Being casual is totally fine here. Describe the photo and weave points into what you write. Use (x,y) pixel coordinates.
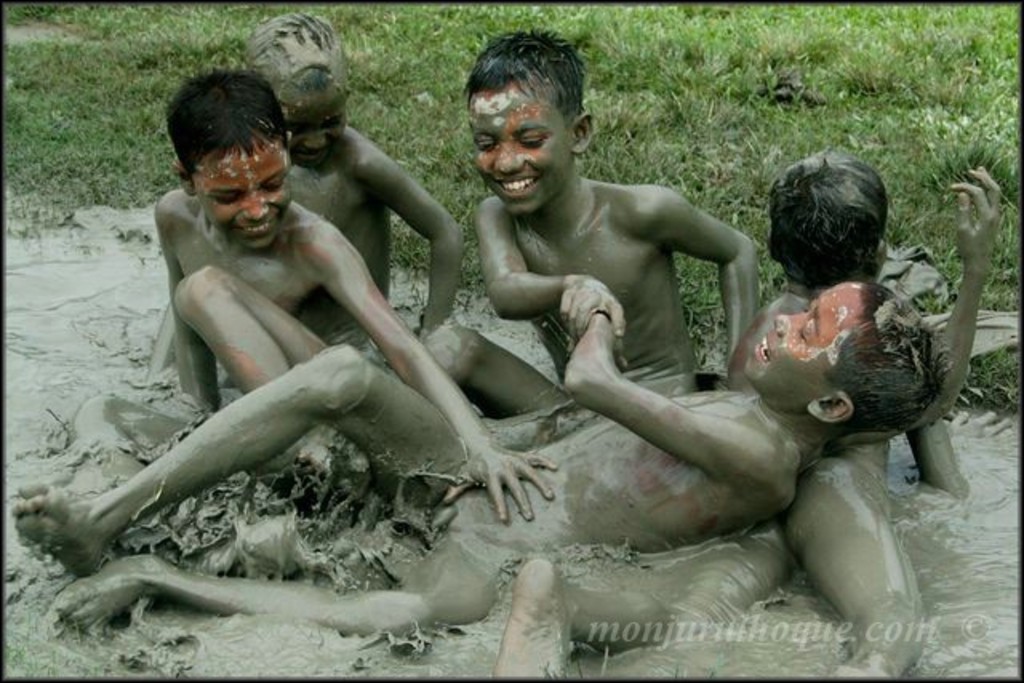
In this image few kids (448,226) are playing in the mud water (102,316). Top of image (620,73) there is grassland (1015,137).
